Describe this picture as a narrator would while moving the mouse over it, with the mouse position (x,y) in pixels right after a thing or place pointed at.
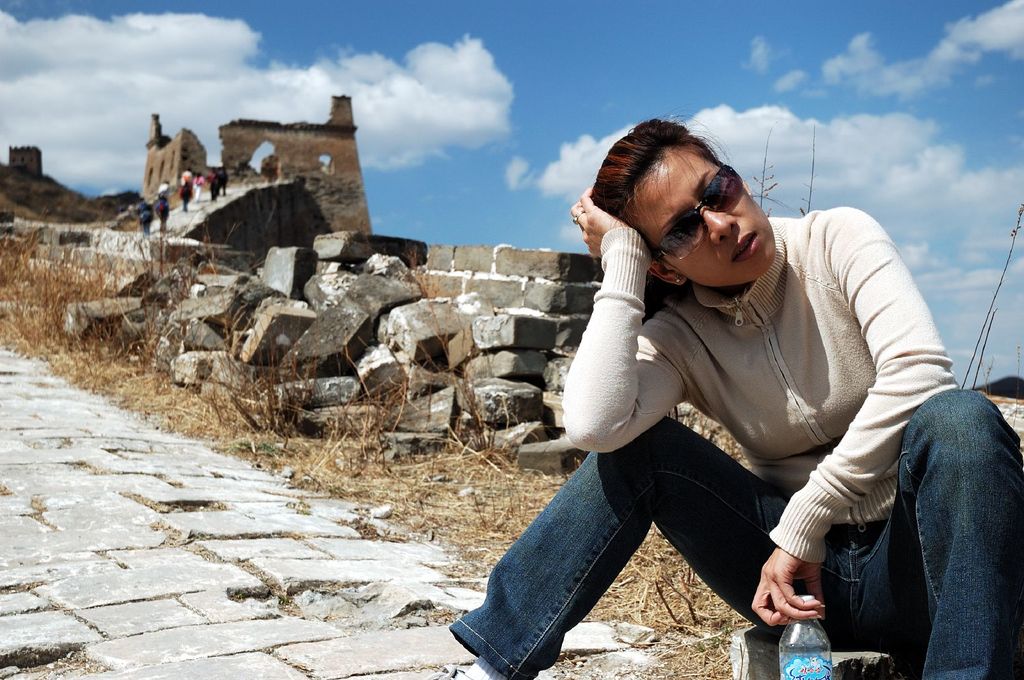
In this image we can see there is a girl (546,552) sitting on the rock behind that there is a fort (238,232) where so many people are walking on it.
